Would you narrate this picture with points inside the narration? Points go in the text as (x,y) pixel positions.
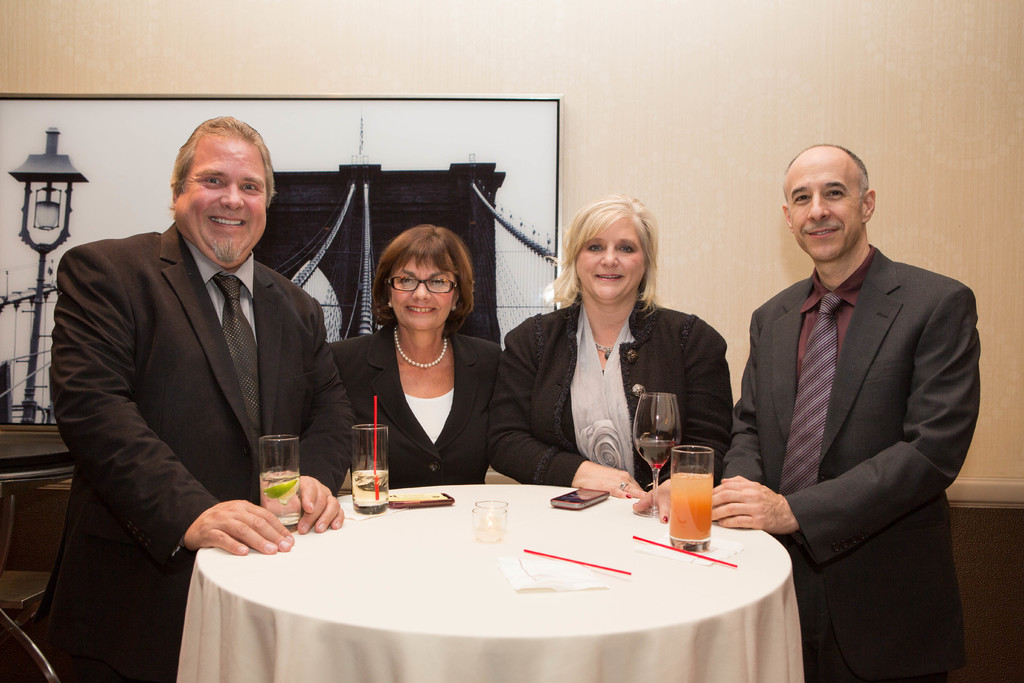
There is a table (745,639) in the middle of the image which is covered by a white color cloth (457,580). On that table (398,524) there are some glasses (367,496) and there are some peoples (787,374) standing around the table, In the background (781,108) there is a brown color wall (540,63) on that wall (583,112) there is a white color poster (341,130) and black color desk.
